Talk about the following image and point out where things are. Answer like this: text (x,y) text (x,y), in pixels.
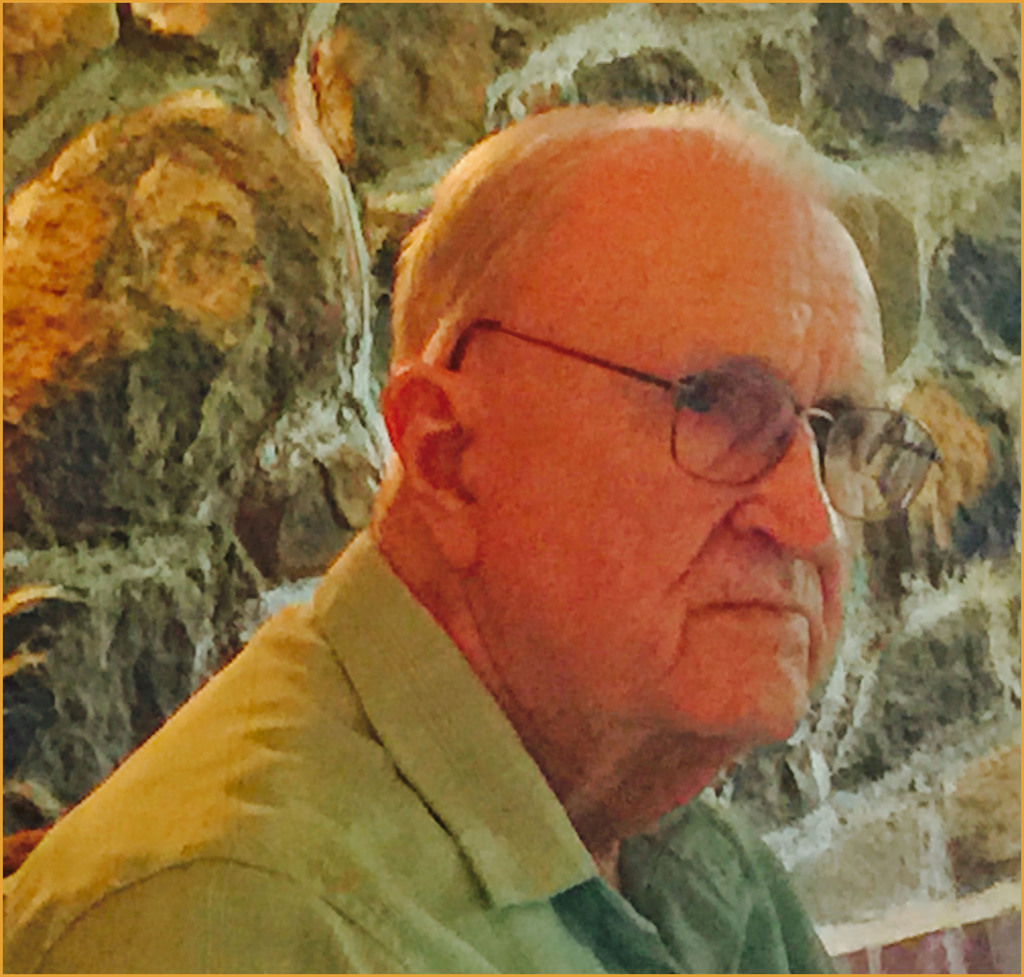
In this image I can see an old man (687,537) is looking at the right side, he wore shirt (401,773), spectacles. At the top (209,300) there is the stone wall (362,348).
